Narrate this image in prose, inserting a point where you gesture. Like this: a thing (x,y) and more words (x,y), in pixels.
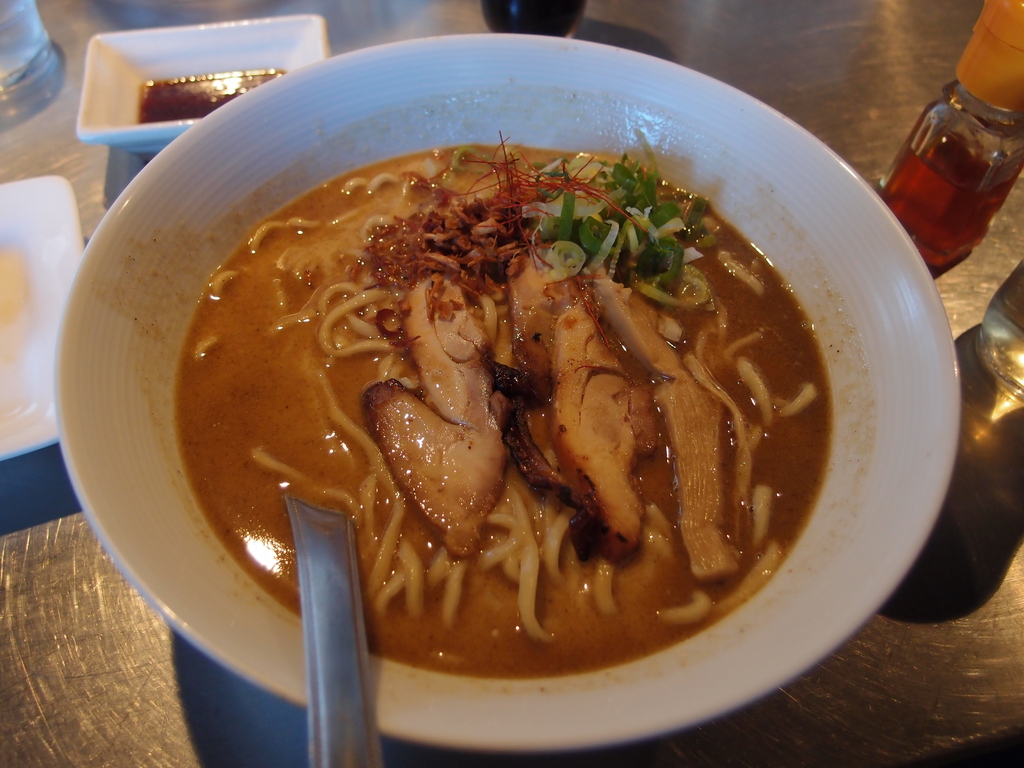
In this picture we can see a plate (16,233), glass (0,40), bowl (459,96) with food items (380,314) and a spoon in it, bottle (1002,28) and some objects (1023,307) and these all are placed on a platform (957,721).
